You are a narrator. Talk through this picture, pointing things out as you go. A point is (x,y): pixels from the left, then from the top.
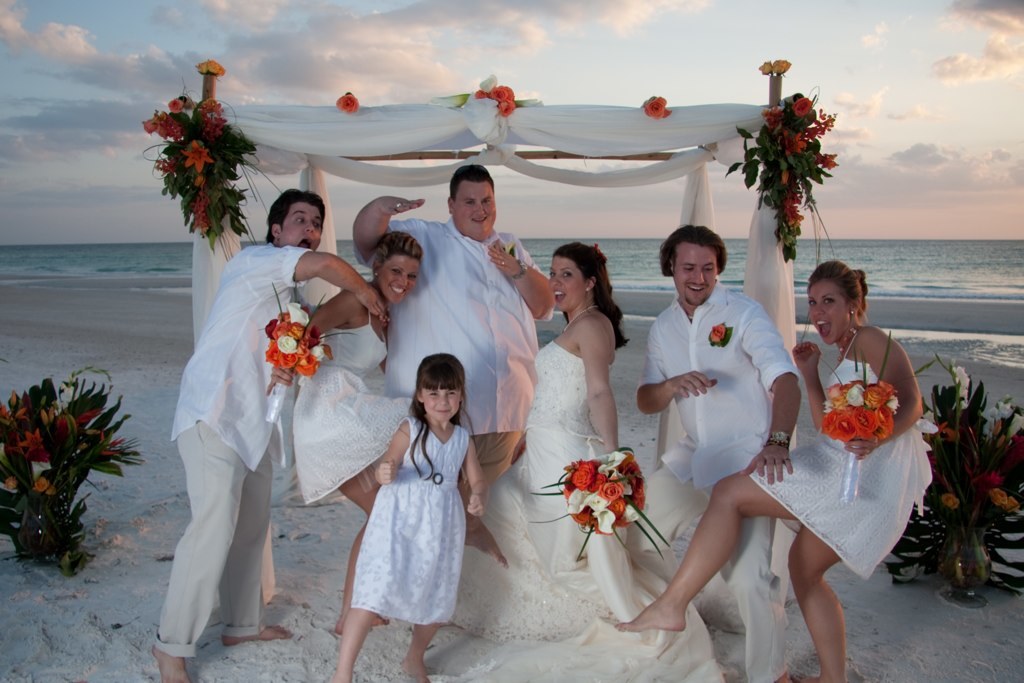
In this image I can see some people (774,447) are on the seashore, some people (727,512) are holding flowers (886,403) in hands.
